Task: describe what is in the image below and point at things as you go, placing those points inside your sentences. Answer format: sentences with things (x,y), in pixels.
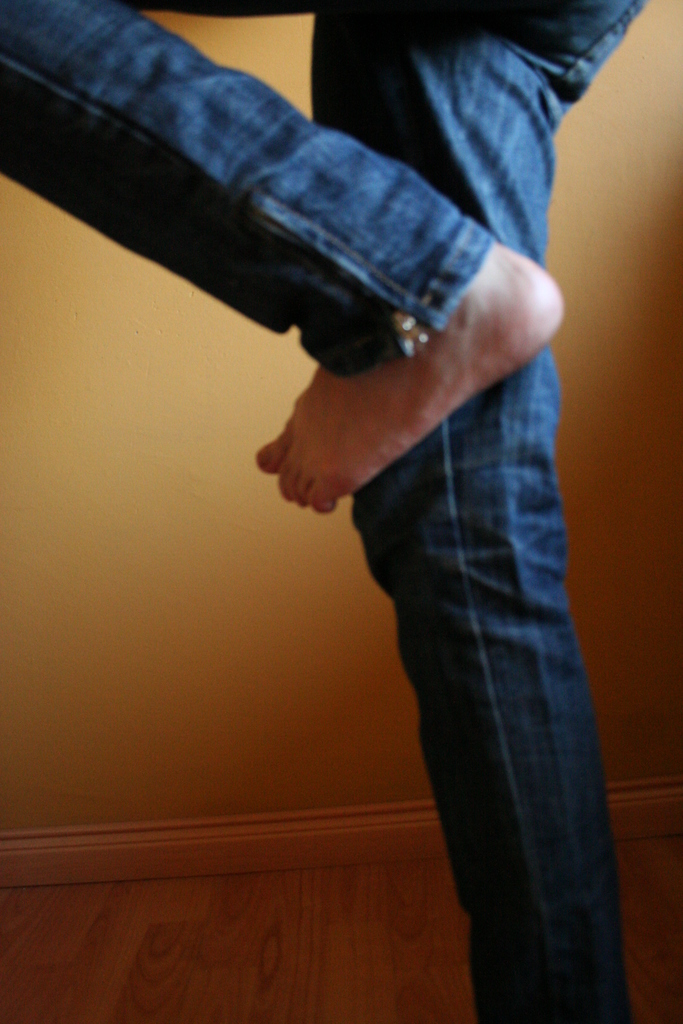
In this image I can see legs (427,685) of a person (384,575). The person (406,413) is wearing blue jeans (382,190). In the background (277,586) I can see a wall (228,538).
